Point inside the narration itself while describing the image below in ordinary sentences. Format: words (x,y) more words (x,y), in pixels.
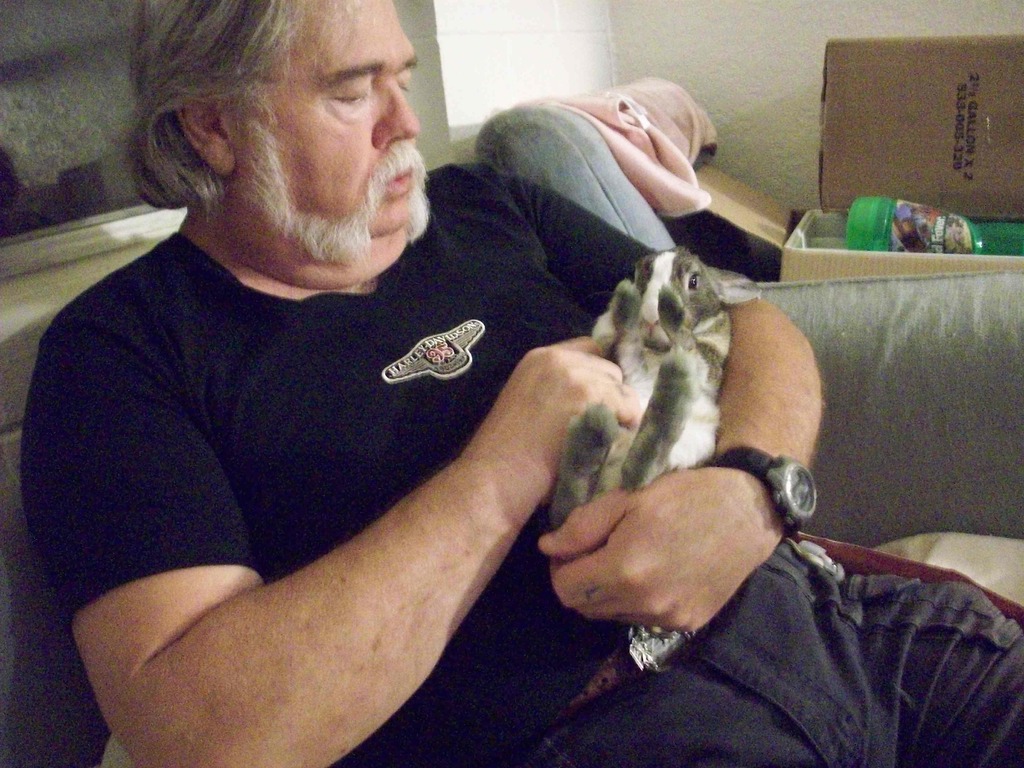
In this picture we can see a man (376,347) is sitting and holding a rabbit (659,437), in the background (644,19) there is a wall (619,18) and a cloth (643,148), on the right side (922,247) we can see a bottle (901,242), this man (588,526) is wearing a black color t-shirt (428,352) and a watch (791,482).
